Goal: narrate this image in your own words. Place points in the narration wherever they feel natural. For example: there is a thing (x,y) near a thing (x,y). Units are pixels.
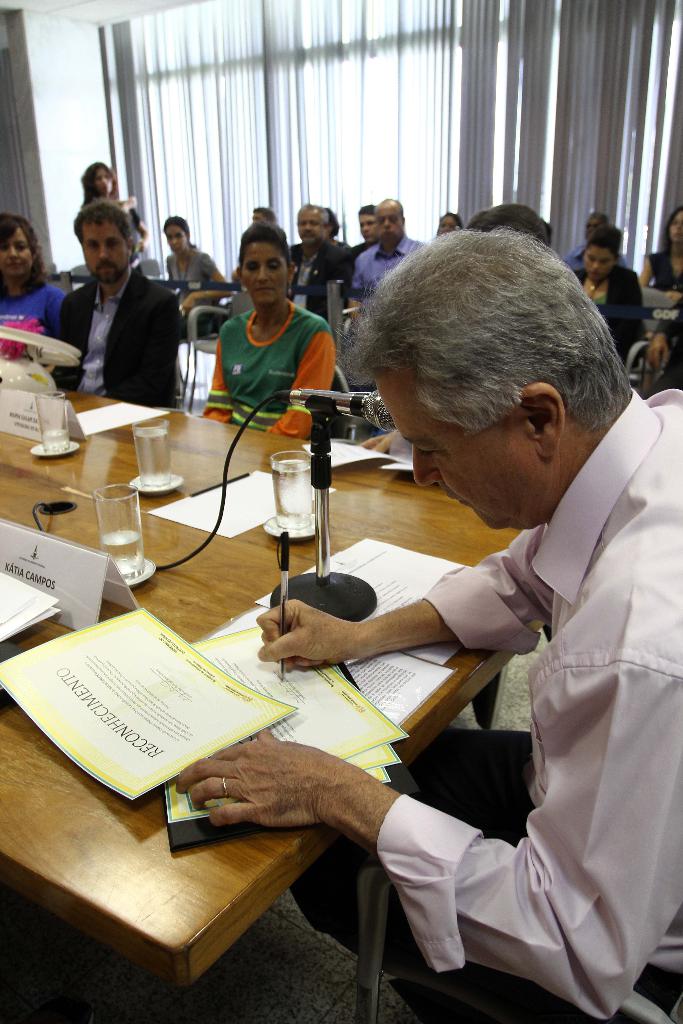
In this picture we can see some persons (310,810) sitting on the chairs (649,1008). This is the table (197,907). On the table (185,585) there are some glasses (54,434), papers (299,735), and cups (66,429). On the background (409,133) there is a curtain (244,108). Here we can see a man (498,573) who is writing on the paper (352,689). And this is the floor (286,970).
